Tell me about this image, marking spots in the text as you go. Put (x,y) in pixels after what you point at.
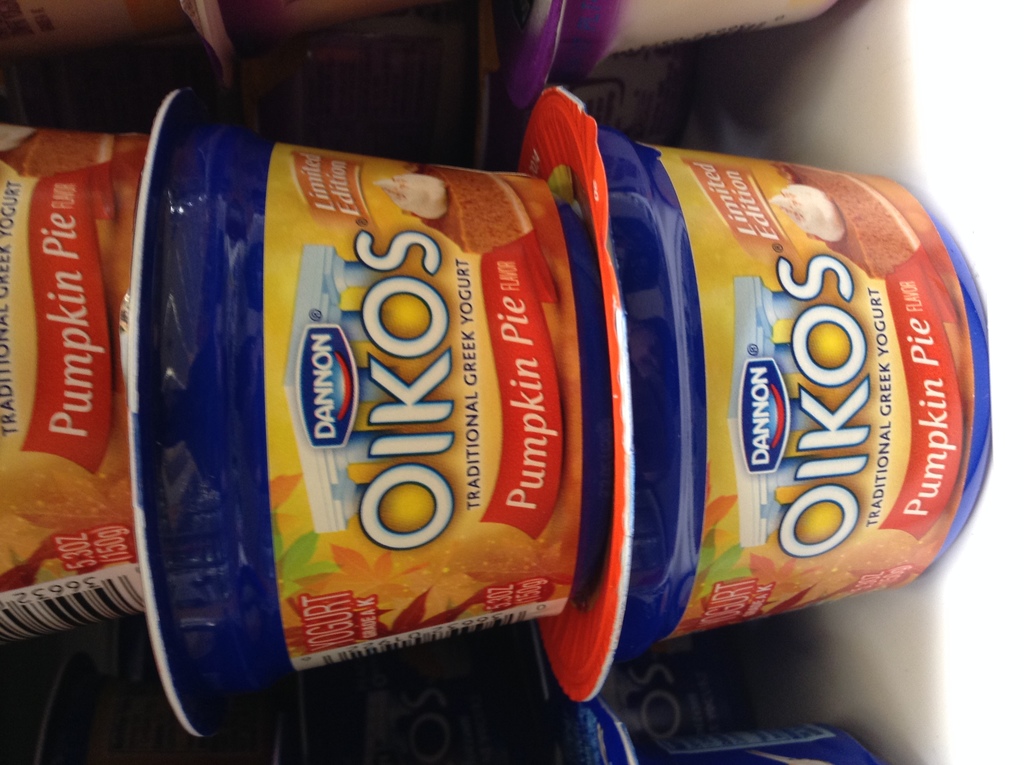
Here in this picture we can see number of yogurt cups (228,399) present in the racks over there.
